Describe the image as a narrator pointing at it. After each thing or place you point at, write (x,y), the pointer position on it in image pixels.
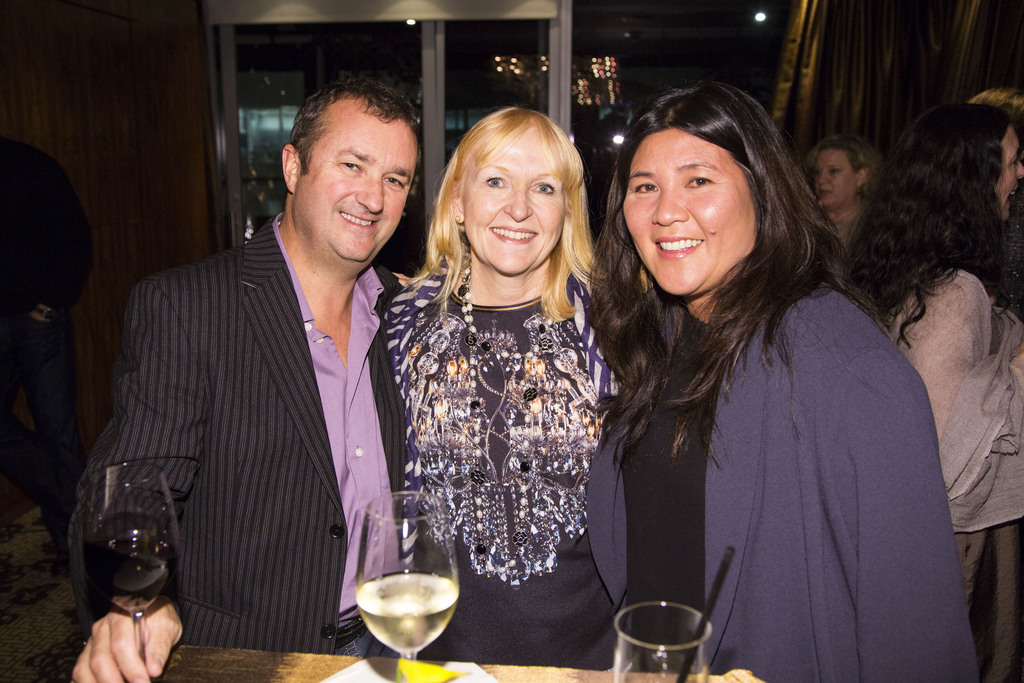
in this picture we can see a man (293,315) standing and he is wearing a suit (238,266) and holding a wine glass (154,485) in his hand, and at beside a woman (543,304) is standing and she is smiling, and beside her a woman (650,333) is standing and smiling, and in front (409,613) there is the table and glass (364,617) on it, and at back (430,98) there is the window (440,121), and here there are lights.
